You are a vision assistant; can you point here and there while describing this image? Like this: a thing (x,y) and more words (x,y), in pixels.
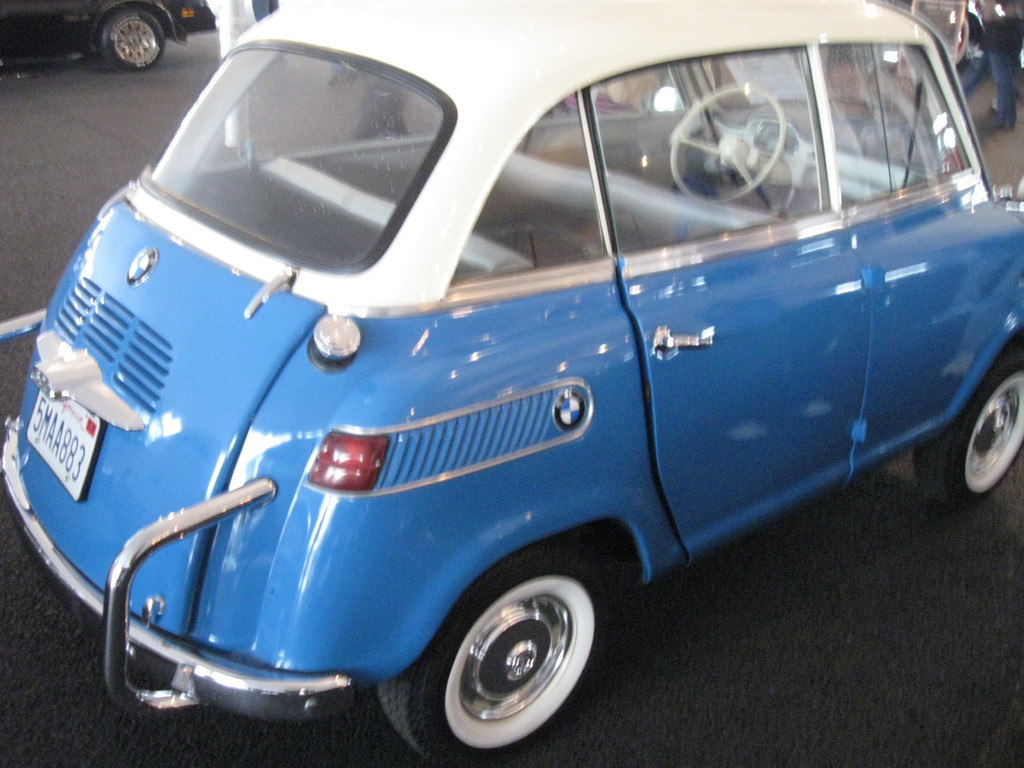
Here we can see vehicles (318,303) and person legs (993,65). Front we can see a blue and white vehicle (456,236). To this vehicle (494,220) there are wheels (568,597) and number plate (78,417).
